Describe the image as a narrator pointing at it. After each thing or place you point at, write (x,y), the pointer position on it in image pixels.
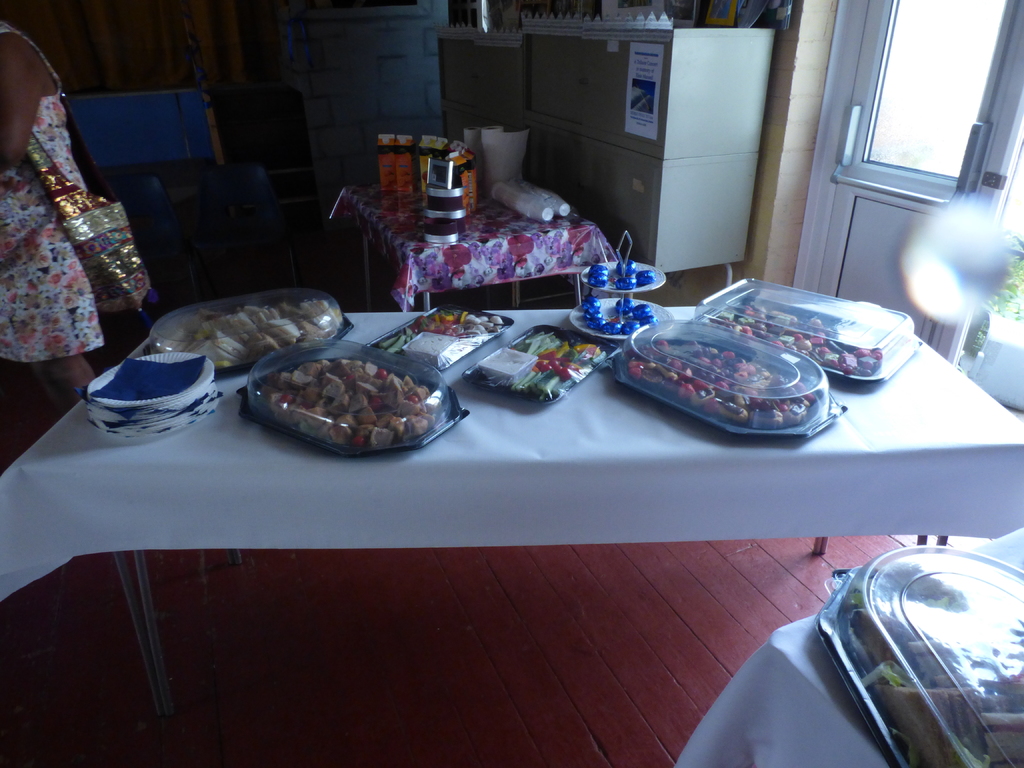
In this image there is a table (896,464), on that table (357,526) there are some dishes (628,335), behind that there is another table (406,230) on that there are some cups (525,193) and packets (464,170), beside that there is woman (74,163), in the background (324,120) there is a wall (337,118).
